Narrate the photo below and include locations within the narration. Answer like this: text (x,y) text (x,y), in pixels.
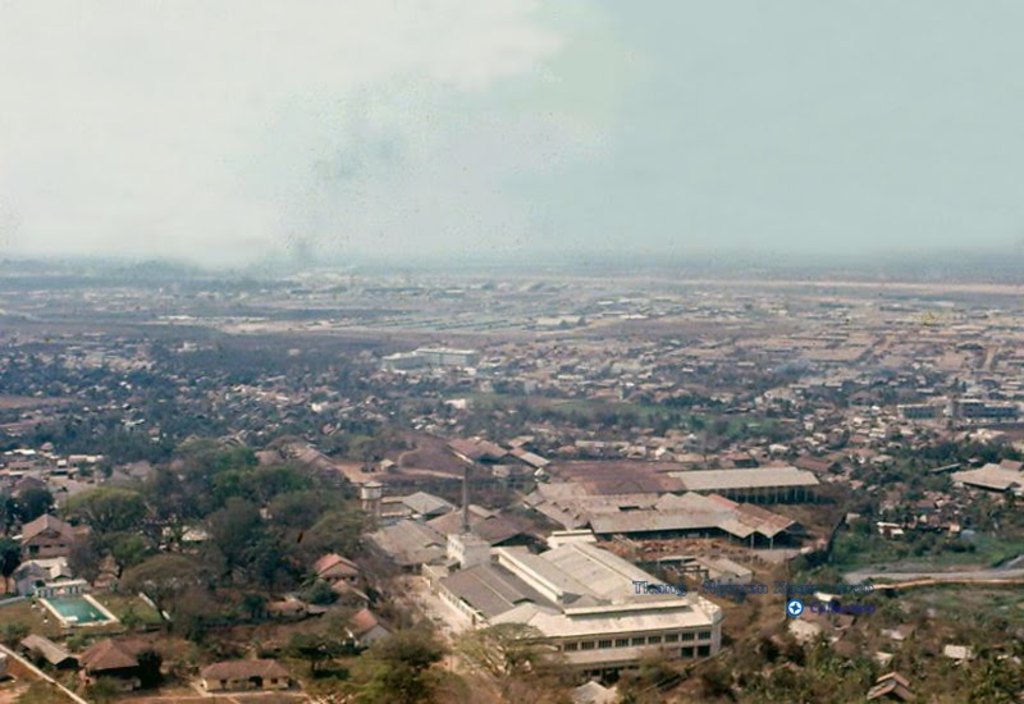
This image is taken outdoors. At the top of the image (526,122) there is a sky (351,141) with clouds (226,163). In the middle of the image (342,398) there are many buildings (582,591), houses (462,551), trees (170,585), plants (224,616) and roads (963,582) on the ground (970,594).
